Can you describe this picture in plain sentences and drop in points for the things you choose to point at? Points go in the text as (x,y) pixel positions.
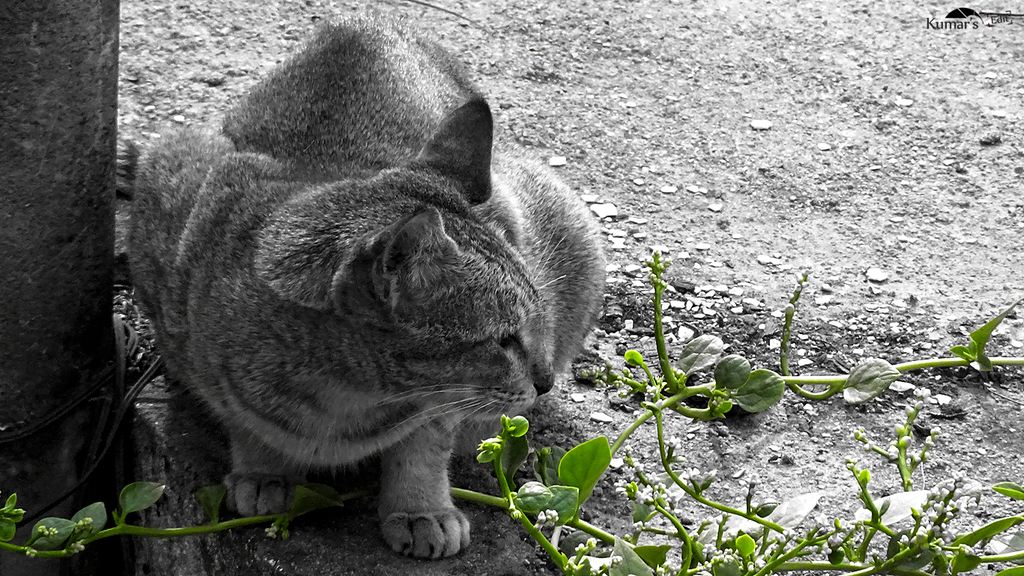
This is a black and white image. In this image, on the left side (311,439), we can see a cat (496,342) sitting on the land (314,557). On the left side (61,26), we can also see a wooden trunk (97,85). At the bottom (927,528), we can see some green leaf (834,551) and a land (617,272) with some stones (594,415).
